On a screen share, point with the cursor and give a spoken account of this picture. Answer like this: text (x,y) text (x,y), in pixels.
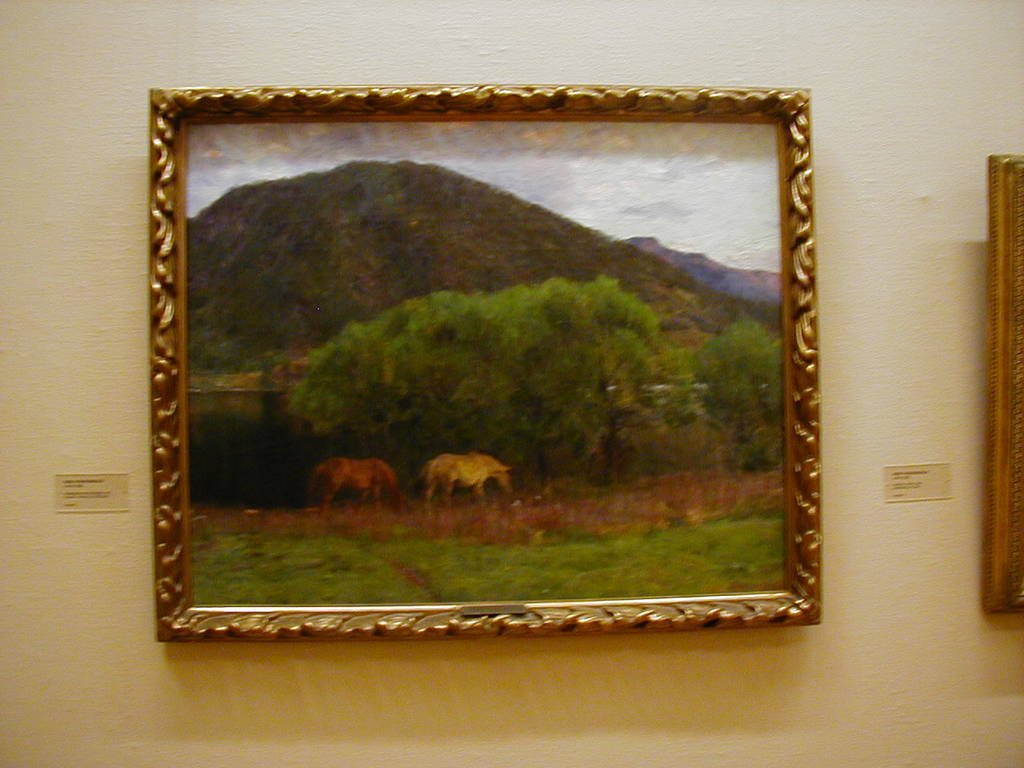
In this image we can see photo frames (554,456) to the wall (0,532).
